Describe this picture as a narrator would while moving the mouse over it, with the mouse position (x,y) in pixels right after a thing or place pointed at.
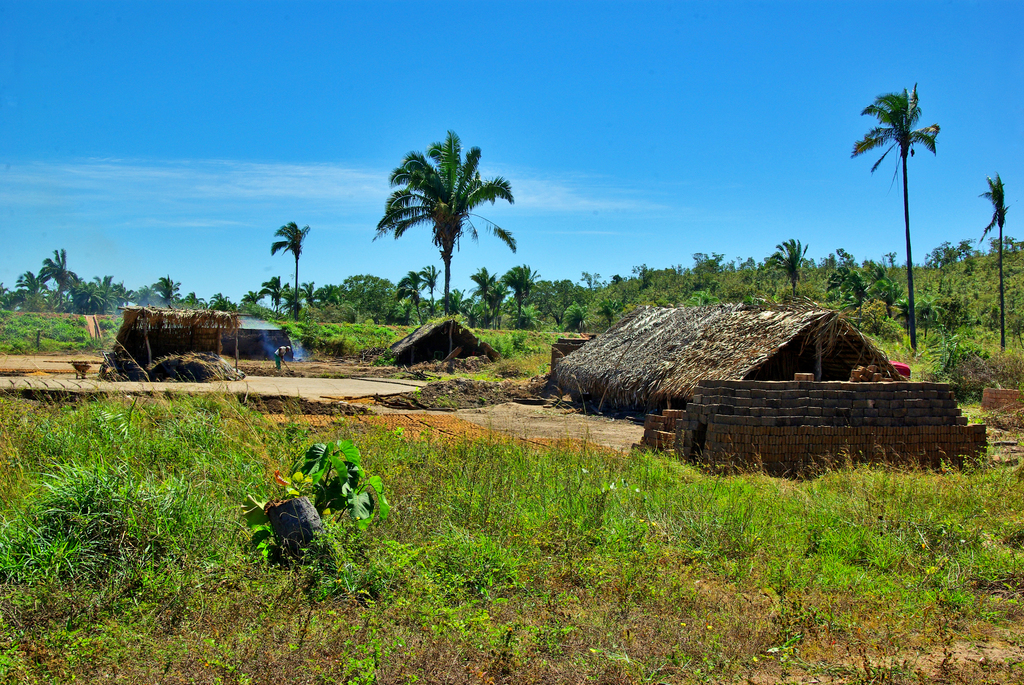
This picture is taken from outside of the city. In this image, on the right side (705,314), we can see a hut (838,341), bricks (836,395), trees (714,300). On the left side (107,433), we can also see a grass (166,400) and a person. In the middle of the image (450,300), we can see a hut (453,351), trees (427,317). In the background (417,307), we can see some trees (419,280), plants (930,300). At the top (571,180), we can see a sky (665,98) which is blue color, at the bottom (291,572), we can see a grass (483,518) and few plants (384,494).
